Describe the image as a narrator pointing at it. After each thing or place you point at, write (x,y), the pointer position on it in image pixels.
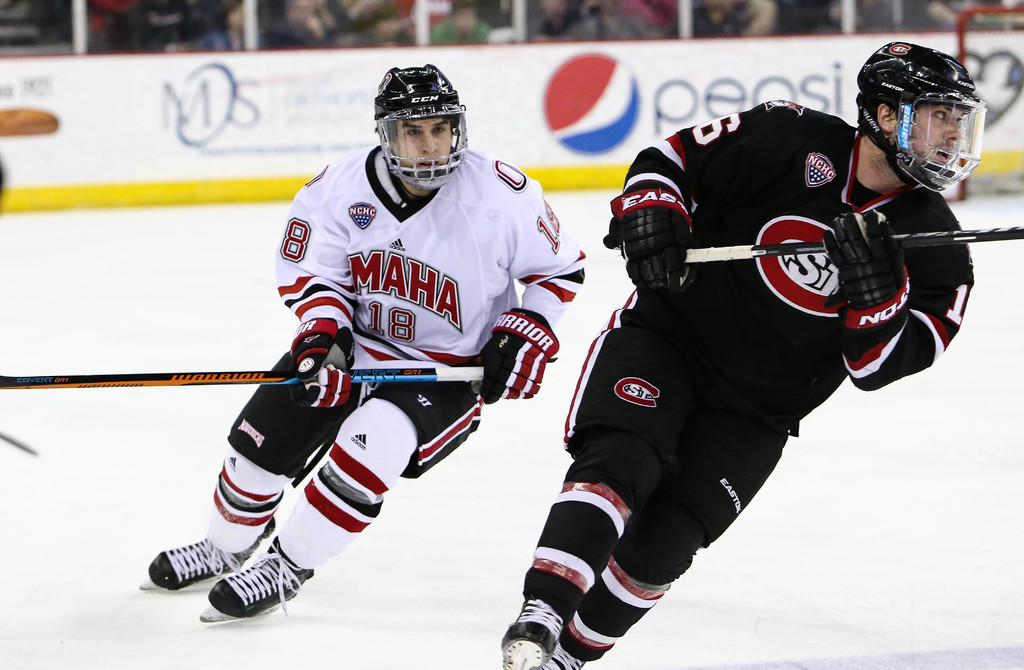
This image is taken indoors. At the bottom of the image (176,630) there is an ice (90,613). In the background (836,54) there is a board (204,108) with a text (205,134) on it and there are a few people (585,24). In the middle of the image (376,396) two men (326,223) are playing ice hockey with hockey sticks (286,370) and they have worn skating shoes (254,594).
